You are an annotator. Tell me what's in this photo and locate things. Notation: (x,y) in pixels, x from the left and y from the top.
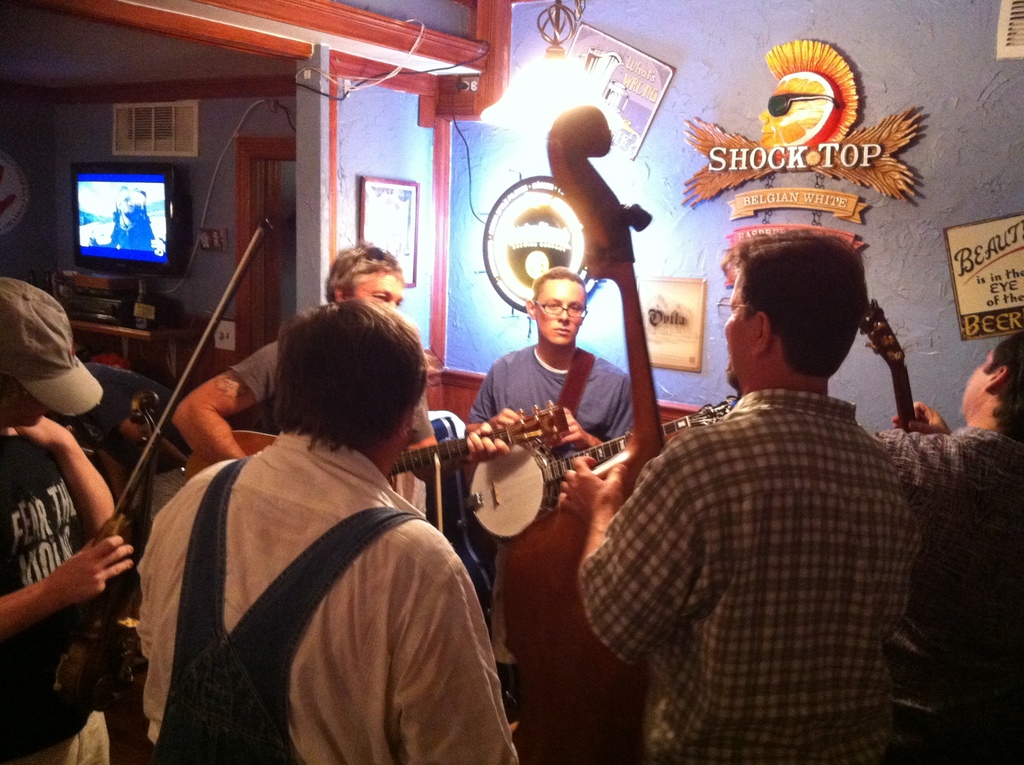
There are many persons (703,508). They are holding different musical instruments (524,483). In the background (112,216) there is a TV (127,229). In the left (58,421) end a person (37,338) is wearing a cap (46,340). Also there is wall (534,145) in the background (945,278). On the wall (943,273) there are some banners (758,161), stickers (627,99) and a light (527,124) also a photo frame (376,211).
